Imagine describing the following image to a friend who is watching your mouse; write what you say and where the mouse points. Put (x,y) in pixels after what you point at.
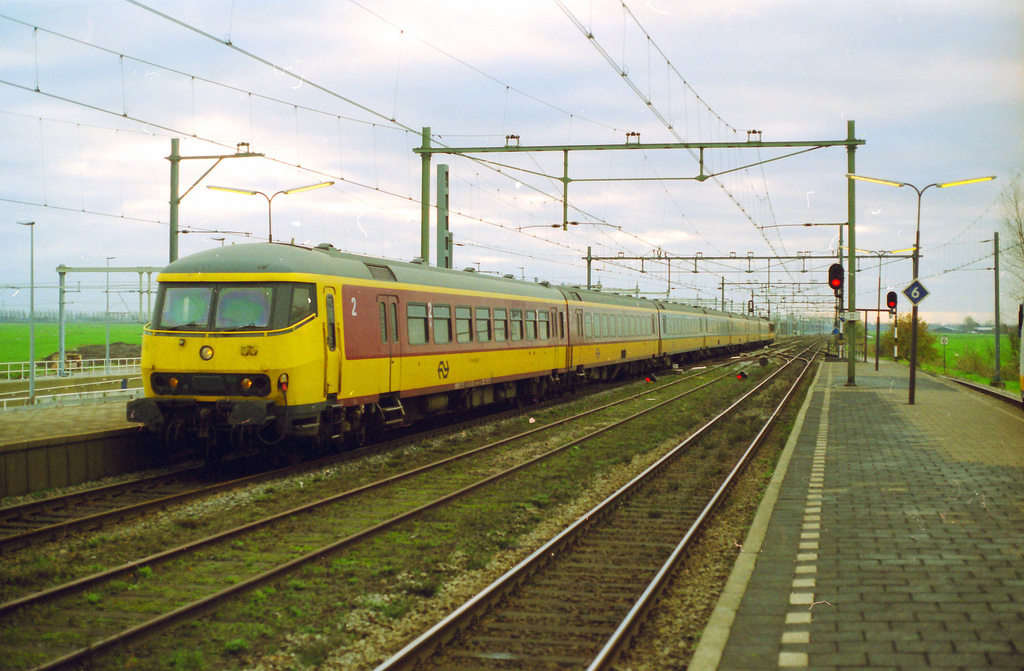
In this image there are platforms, platform number board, lights (869,252), signal lights (839,287) attached to the poles (850,307), there are railway tracks (514,578), train (420,347) on the railway tracks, grass (125,326), cables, iron grills (38,364), sky (685,210).
